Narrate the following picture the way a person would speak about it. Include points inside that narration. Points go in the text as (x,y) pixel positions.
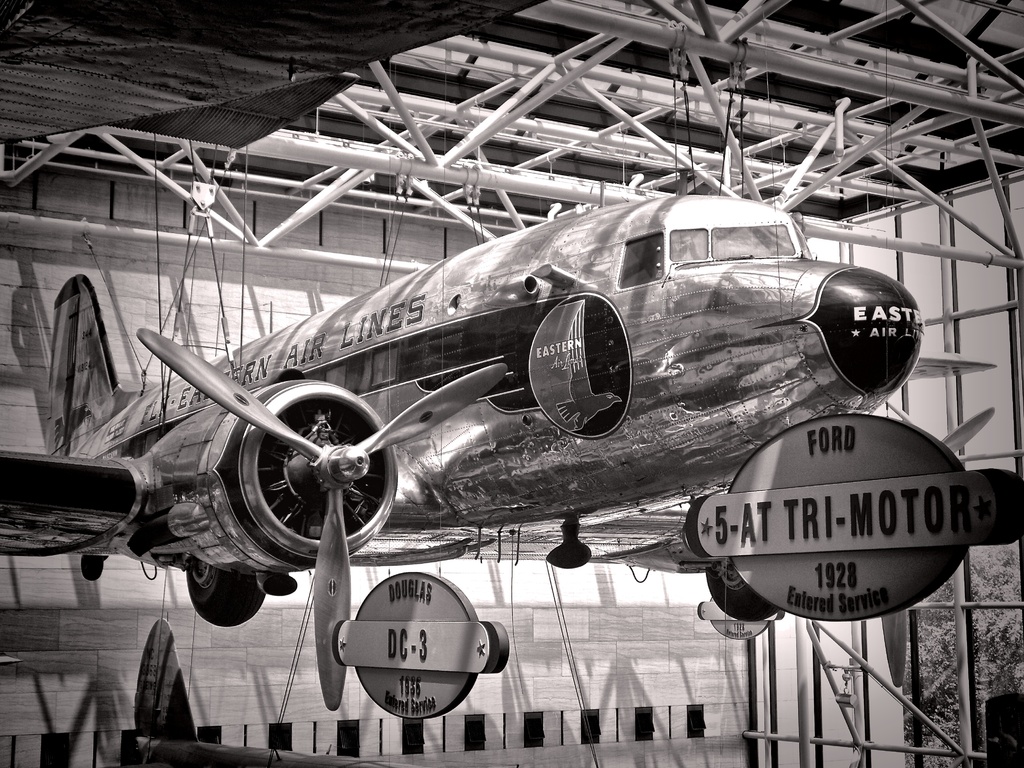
This is a black and white image, in this image there is an aircraft (521,258) hanged to the iron rods (613,97), in the background (3,293) there is a wall (20,295) and there are board (782,457) on that boards (427,642) there is text (817,525).
